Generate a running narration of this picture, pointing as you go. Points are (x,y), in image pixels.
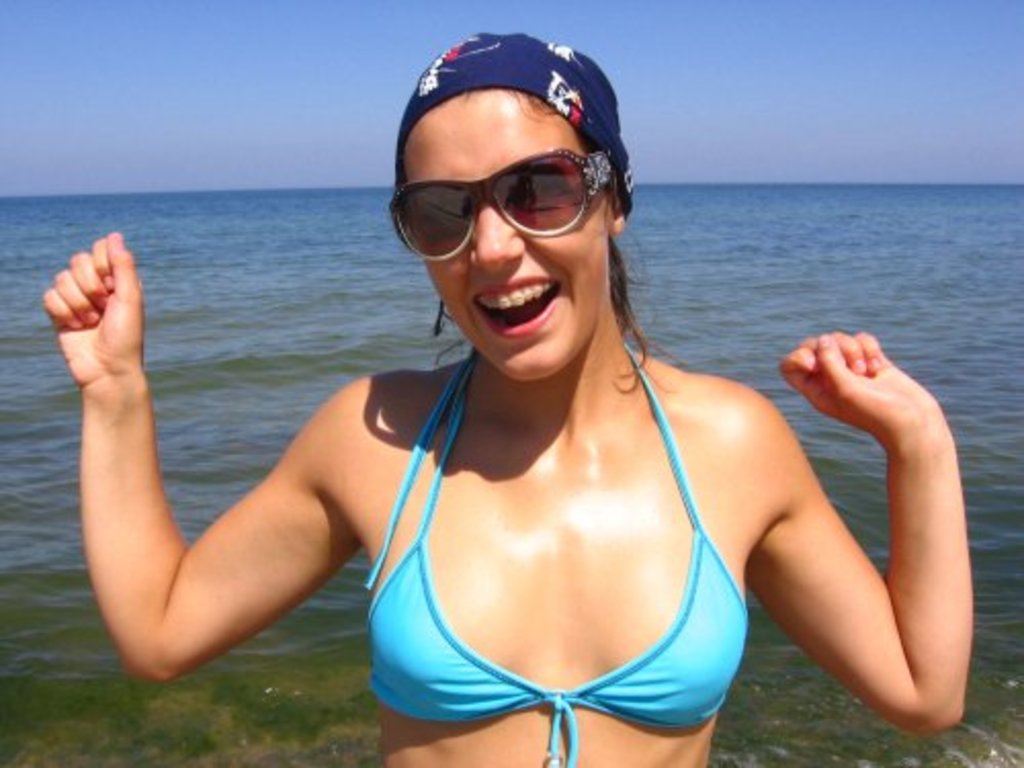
In the foreground of this image (635,589), there is a woman (587,570) with open mouth (533,316) and wearing spectacles (535,211) and a head band (553,77) on her head (548,98). In the background (254,270), there is water (268,304) and the sky (194,80).
